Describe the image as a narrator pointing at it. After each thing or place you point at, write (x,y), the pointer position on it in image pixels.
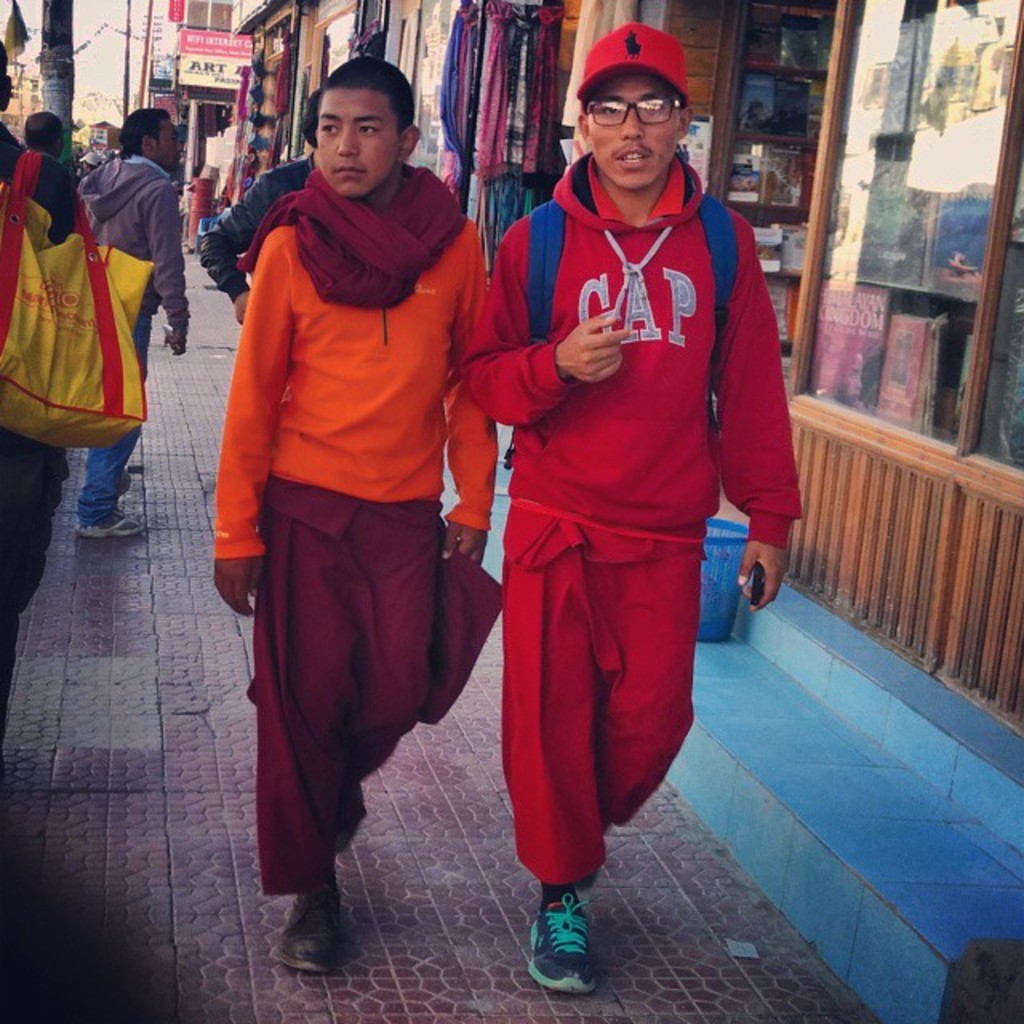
In this image I can see few people (356,328) and few people (623,618) are holding bags (90,244). Back I can see few buildings (699,7), stores (898,142), boards (195,53), poles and wires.
